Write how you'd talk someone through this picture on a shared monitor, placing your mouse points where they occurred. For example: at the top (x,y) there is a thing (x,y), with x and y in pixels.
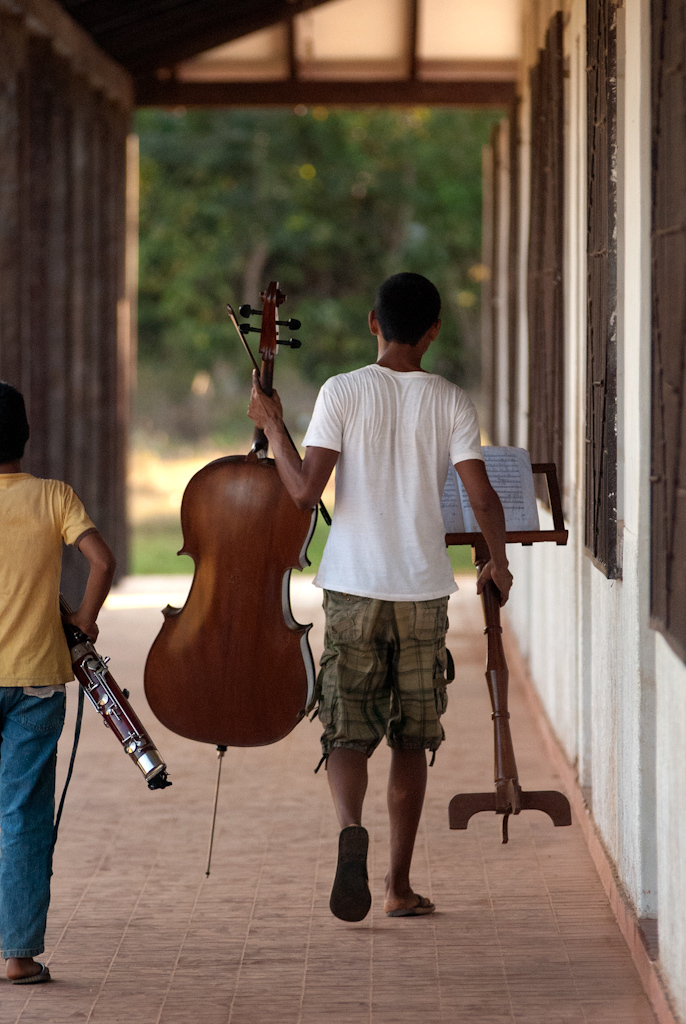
In this image I can see two people (373,648) are walking and holding musical instruments (290,641) and a stand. I can also see a tree (340,176) and a building (88,170).
